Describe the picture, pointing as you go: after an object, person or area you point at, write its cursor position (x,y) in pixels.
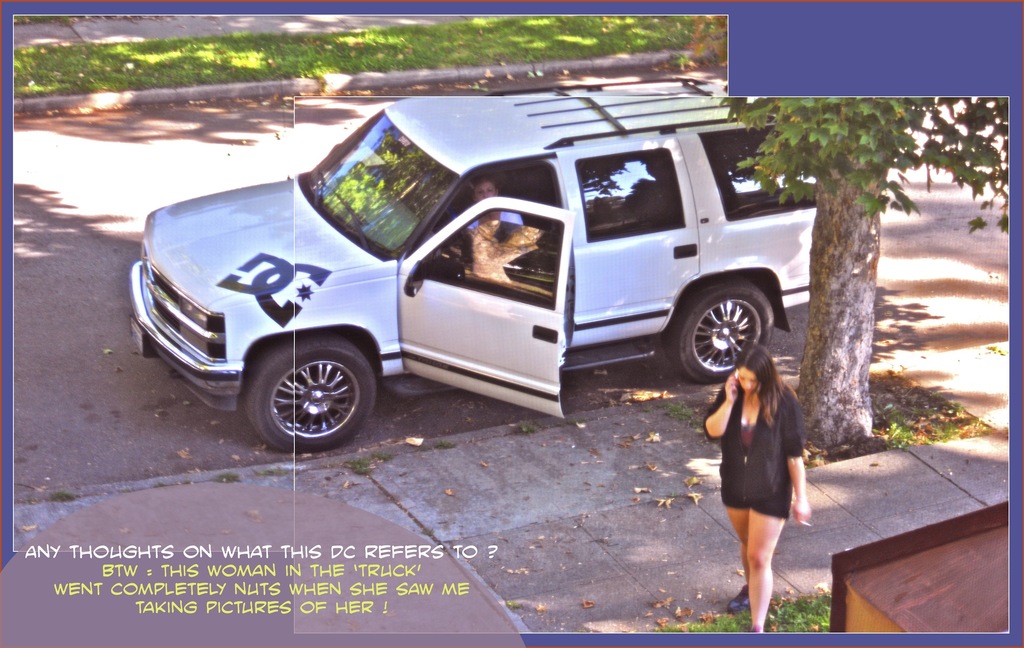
There is a women (486,188) sitting in a white vehicle (721,286) which is on the road (329,113) and there is another woman (761,401) standing and speaking in mobile phone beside the vehicle (323,415).
